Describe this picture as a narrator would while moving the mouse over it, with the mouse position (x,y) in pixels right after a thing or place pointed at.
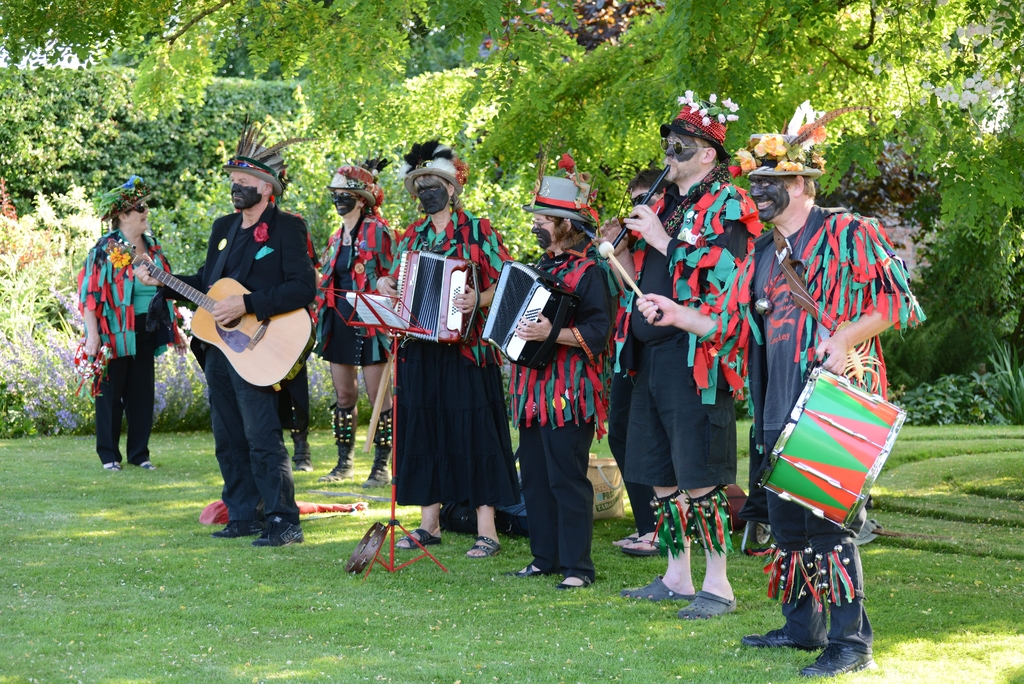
In the middle of the image (585,433) few people (578,170) are playing some musical instruments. Behind them there are some trees (650,140). Bottom of the image (400,578) there is grass (449,594).
